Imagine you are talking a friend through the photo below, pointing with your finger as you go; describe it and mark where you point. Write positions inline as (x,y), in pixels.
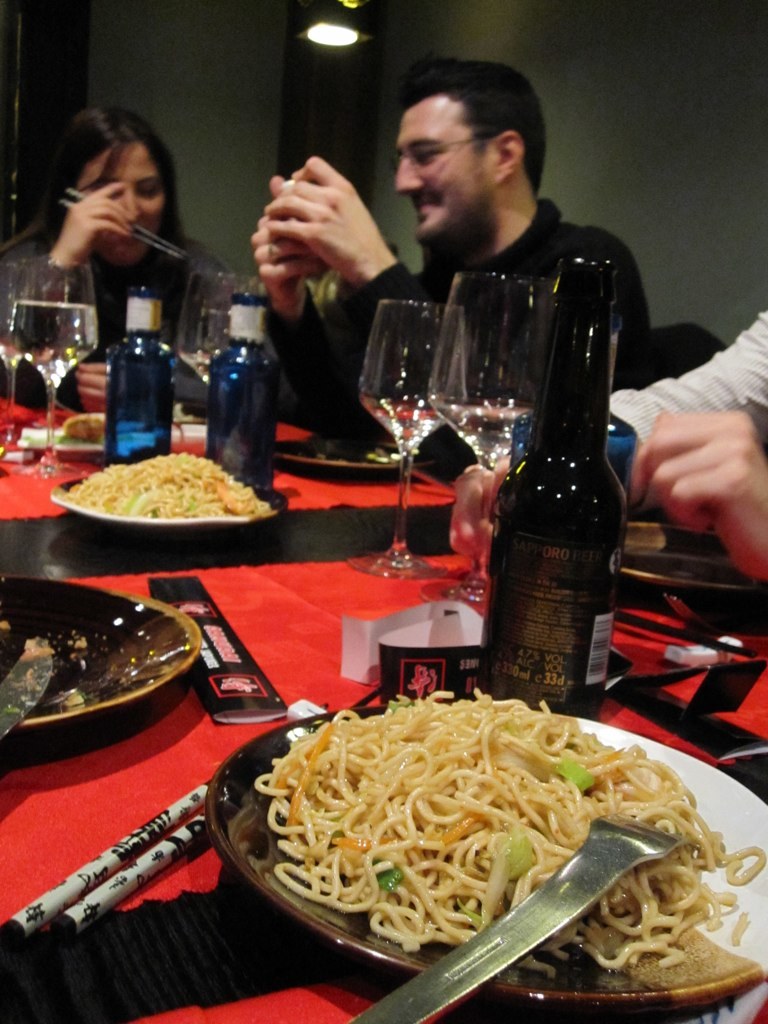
In this picture we can see a plate (226,794), food (500,797), bottles (143,334), glasses (424,359) on the table (334,561) and also we can see three people (143,213) are seated on the chair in front of the table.
